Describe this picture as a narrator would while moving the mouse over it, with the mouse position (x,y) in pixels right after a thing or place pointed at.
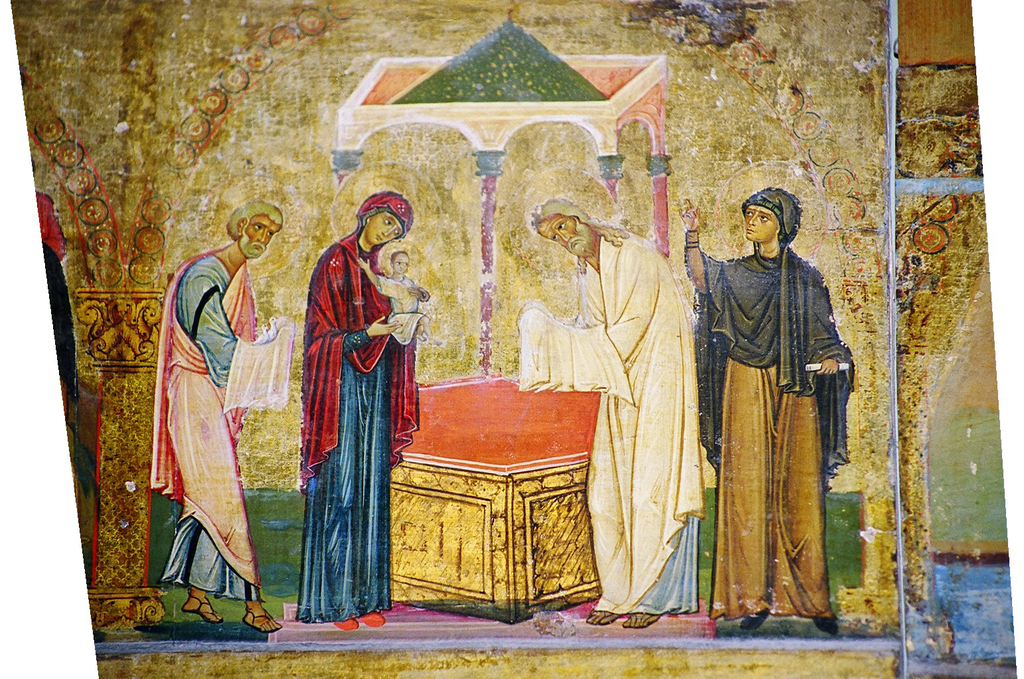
This is a painting in this image there are some persons (230,377) and some object (522,422), and in the background (130,332) there are some other objects (141,348). At the bottom (446,628) there is floor (547,625).
